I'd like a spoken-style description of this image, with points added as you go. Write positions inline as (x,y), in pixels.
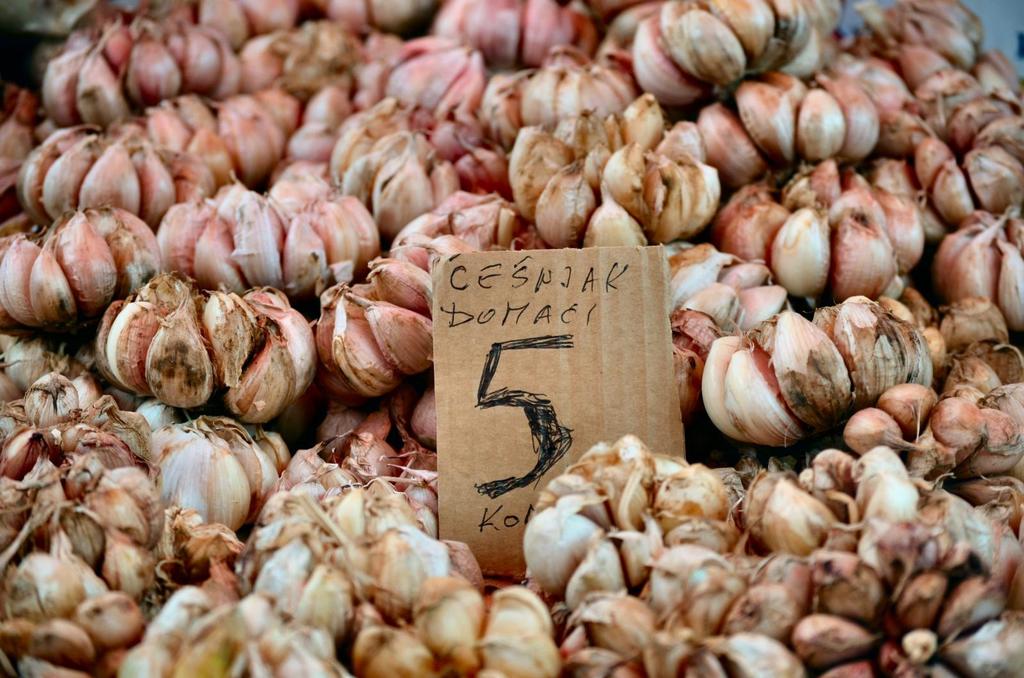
In this picture we can see a group of garlic (600,125) and we can see a card (461,478) with some text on it.
